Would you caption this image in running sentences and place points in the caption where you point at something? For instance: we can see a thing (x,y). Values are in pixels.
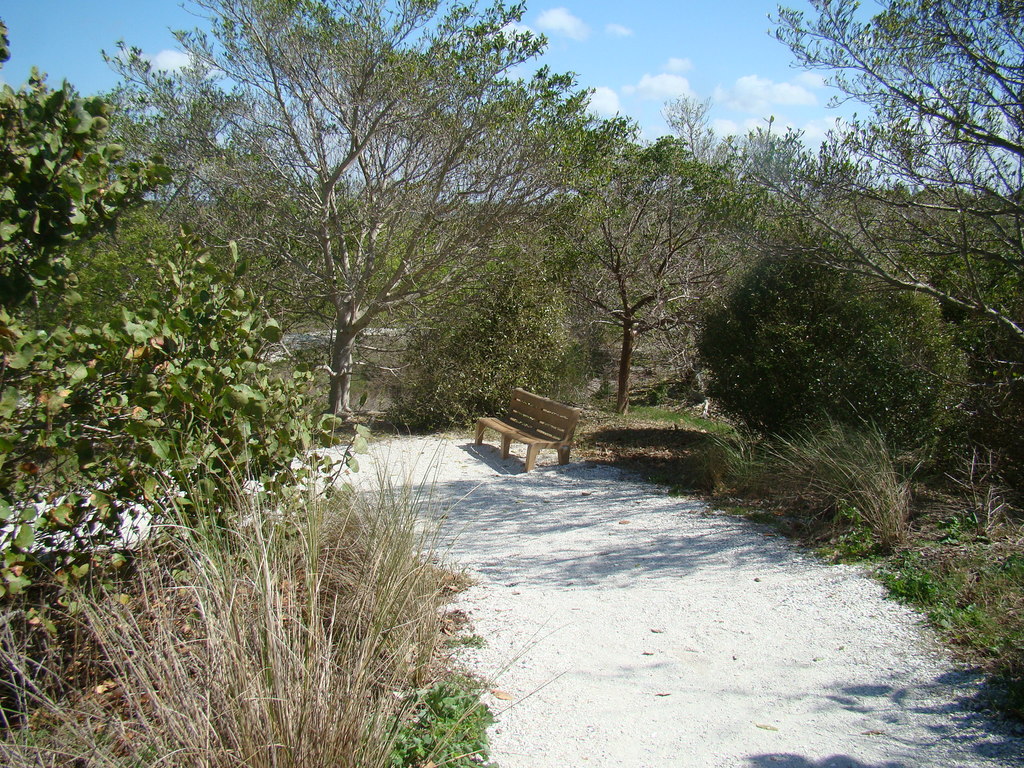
At the bottom of the image (626,642) there is white sand (780,604) with bench (506,431). There are trees (285,267) in the image. At the top of the image (48,17) there is a sky (68,42) with clouds (751,81) in the background (52,37).
